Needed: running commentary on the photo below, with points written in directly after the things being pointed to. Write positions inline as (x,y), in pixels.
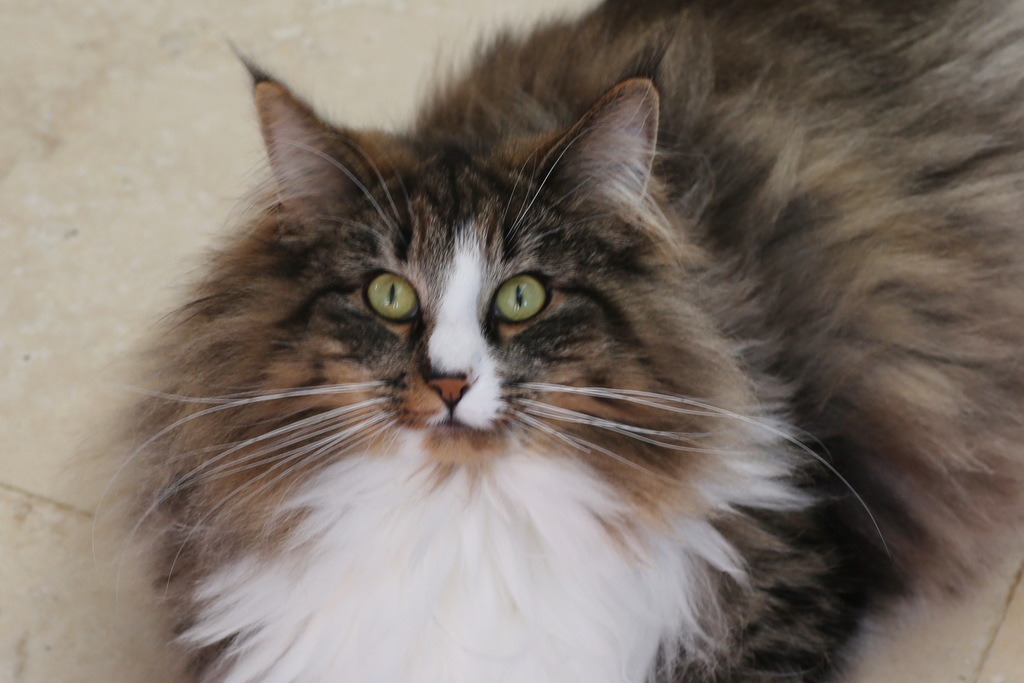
In the middle of the image (664,362), there is a cat (365,184) in white and black color combination. This cat (523,236) is on the floor (365,94).
